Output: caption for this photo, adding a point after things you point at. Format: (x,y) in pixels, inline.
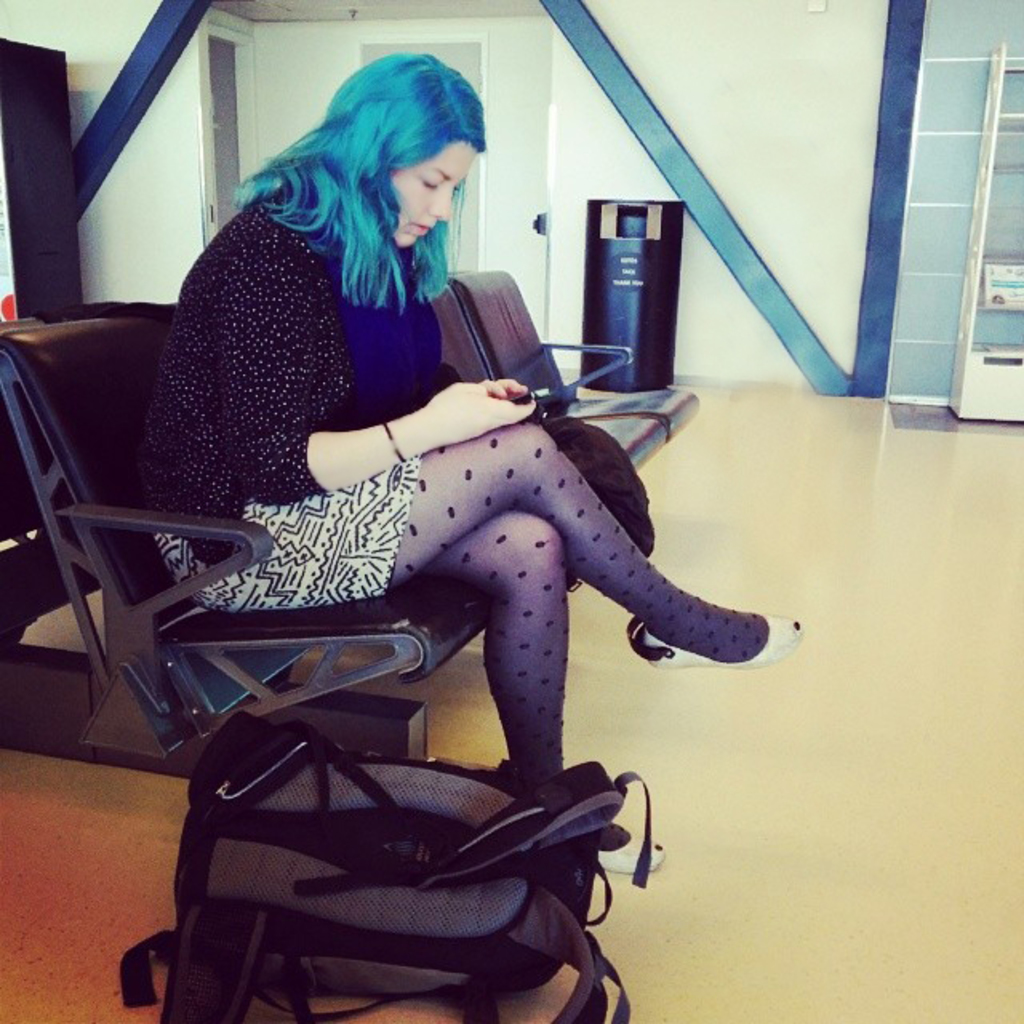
Here we can see a lady (331,538) sitting on a chair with a mobile phone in her hand (511,414) and beside her there is a bag (276,865) present.
